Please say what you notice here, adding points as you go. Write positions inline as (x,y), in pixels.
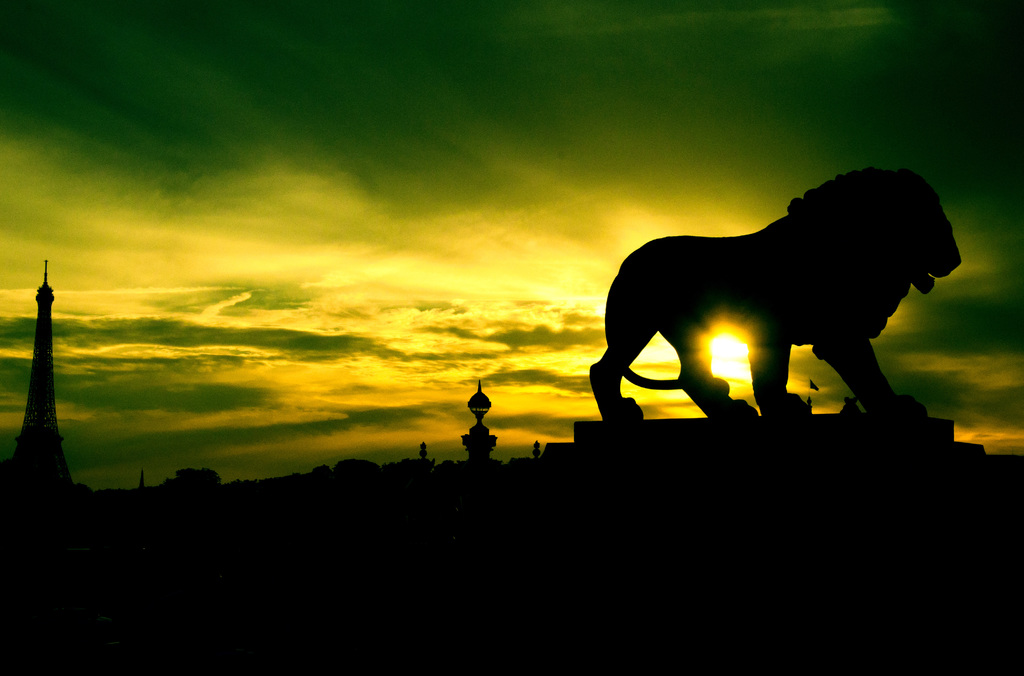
In this image we can see the tower (53,412). We can also see the depiction of a lion (786,280). In the background (461,306) there is sky (523,229) with the sun (743,365).
